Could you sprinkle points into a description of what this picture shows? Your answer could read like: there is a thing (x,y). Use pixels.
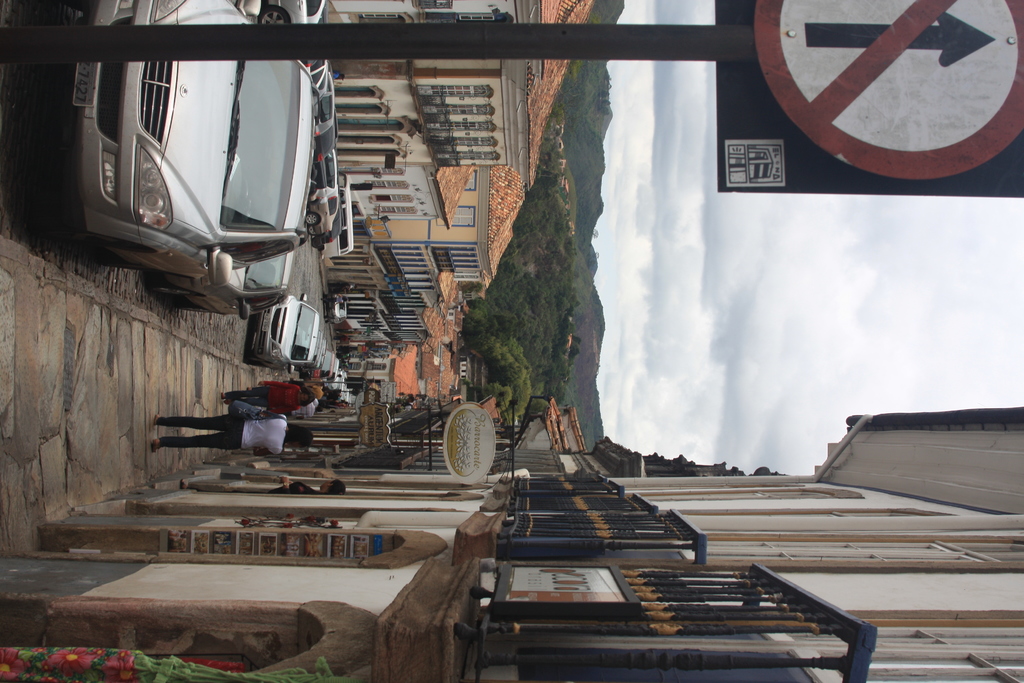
As we can see in the image there are buildings (497,188), cars (304,26), few people (290,407) here and there, sign pole (440,28), trees (516,226) and sky (717,301).
